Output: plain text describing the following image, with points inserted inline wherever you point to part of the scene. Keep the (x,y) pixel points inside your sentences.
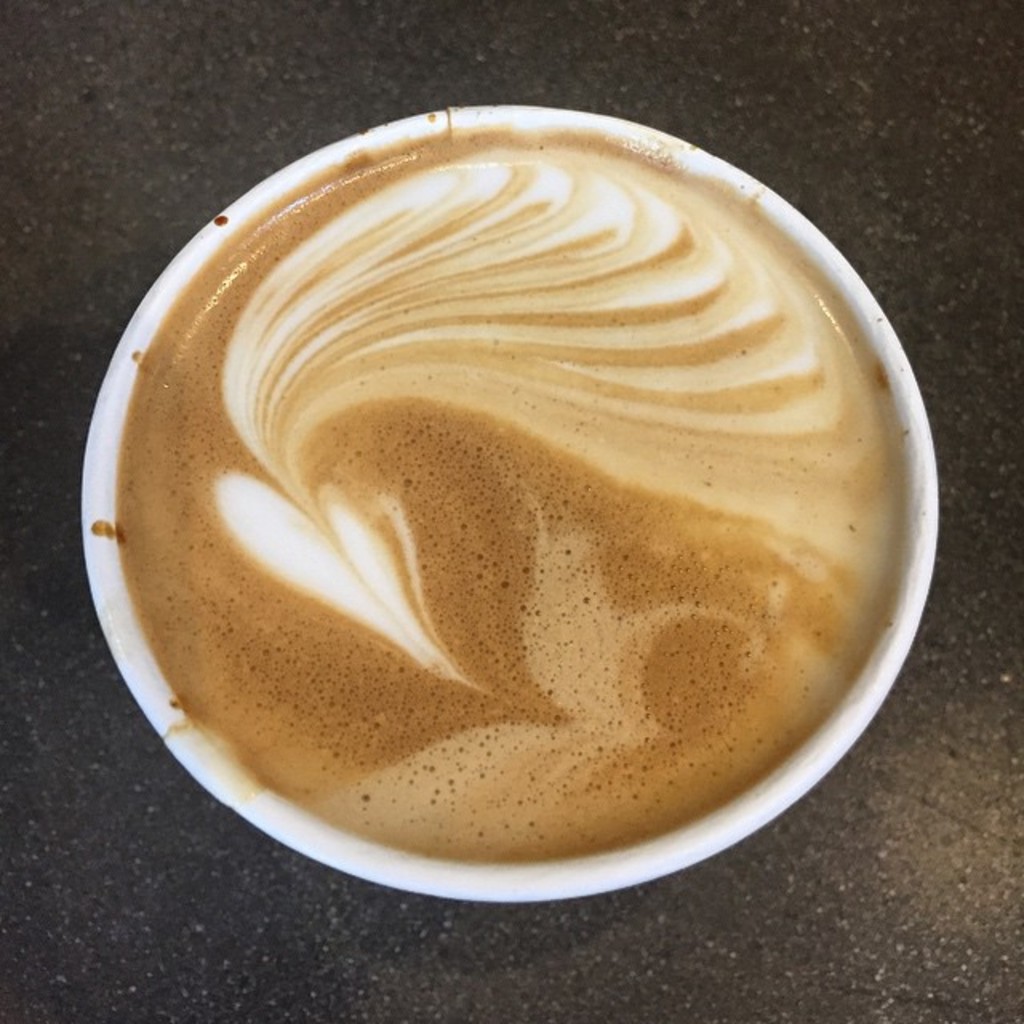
In the center of the picture (396,522) there is a cappuccino (665,759) in cup (443,348). At the bottom (448,964) it is table (49,853).
